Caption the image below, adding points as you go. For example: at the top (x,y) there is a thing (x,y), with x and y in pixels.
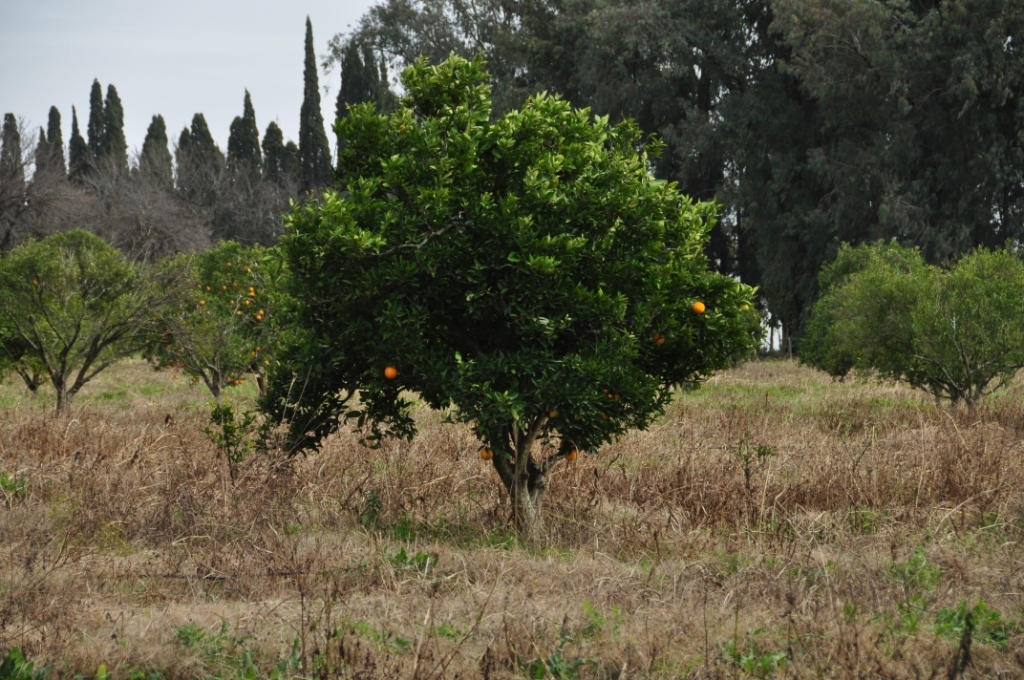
In this image I can see the grass (437,477), plants (400,342) and many trees (29,221). I can see some orange color fruits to the plant (375,187). In the background (231,62) I can see the sky (194,45).
